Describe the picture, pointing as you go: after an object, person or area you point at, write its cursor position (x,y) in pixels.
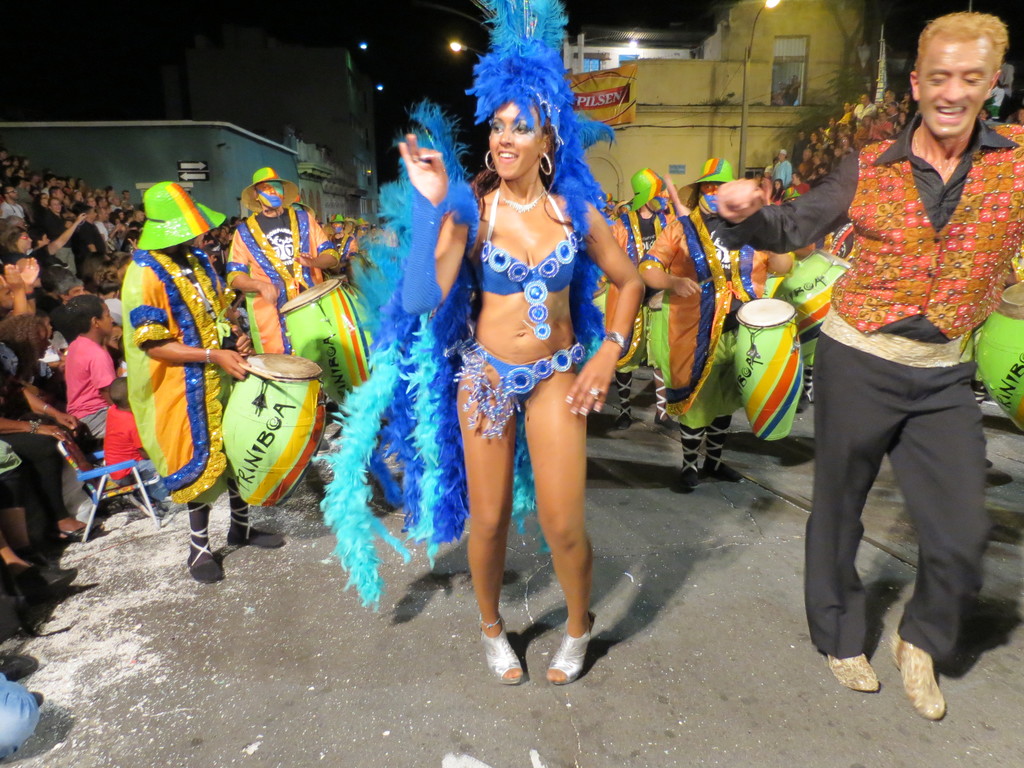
On the left side (8,336), we can see audience (96,284) sitting and watching a dance show. In the middle of the image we can see some persons (200,426) are playing drums (291,398) and dressed in a different manner. A lady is dancing and she wore a blue color dress (487,390). On the right side of the image (936,263) we can see a person (947,277) is dancing and he wore a black color dress (935,369) and a coat (933,285), behind him a building (790,114) and some audience (848,132) are there.
